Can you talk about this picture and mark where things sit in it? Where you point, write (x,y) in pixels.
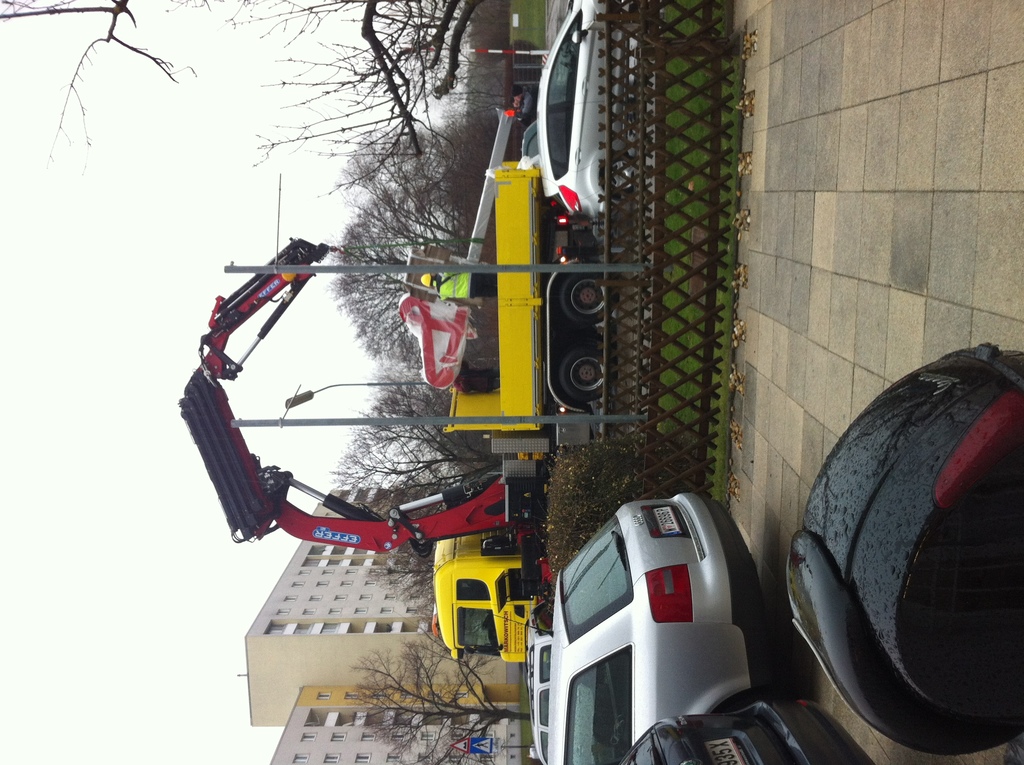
In this image there are vehicles (821,555) on the floor (809,369). There is a fence (699,270). Behind there are plants (573,508) on the grassland (672,325) having poles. Behind there are vehicles (575,389). Middle of the image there is a street light (306,398). Background (485,145) there are trees (385,304) and buildings (425,645). Left side (18,388) there is sky (47,281).
